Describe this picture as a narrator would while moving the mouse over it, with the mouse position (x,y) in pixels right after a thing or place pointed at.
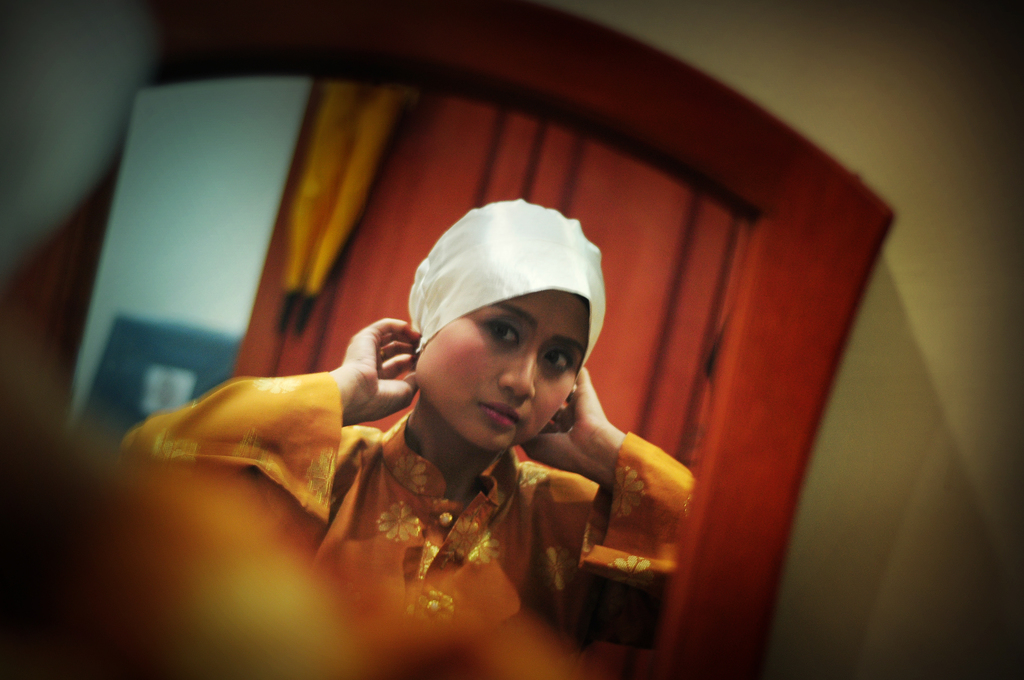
In this picture there is a mirror (504,310) in the center of the image (492,370), there is a girl (222,405) in front of a curtain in the mirror (121,313).
